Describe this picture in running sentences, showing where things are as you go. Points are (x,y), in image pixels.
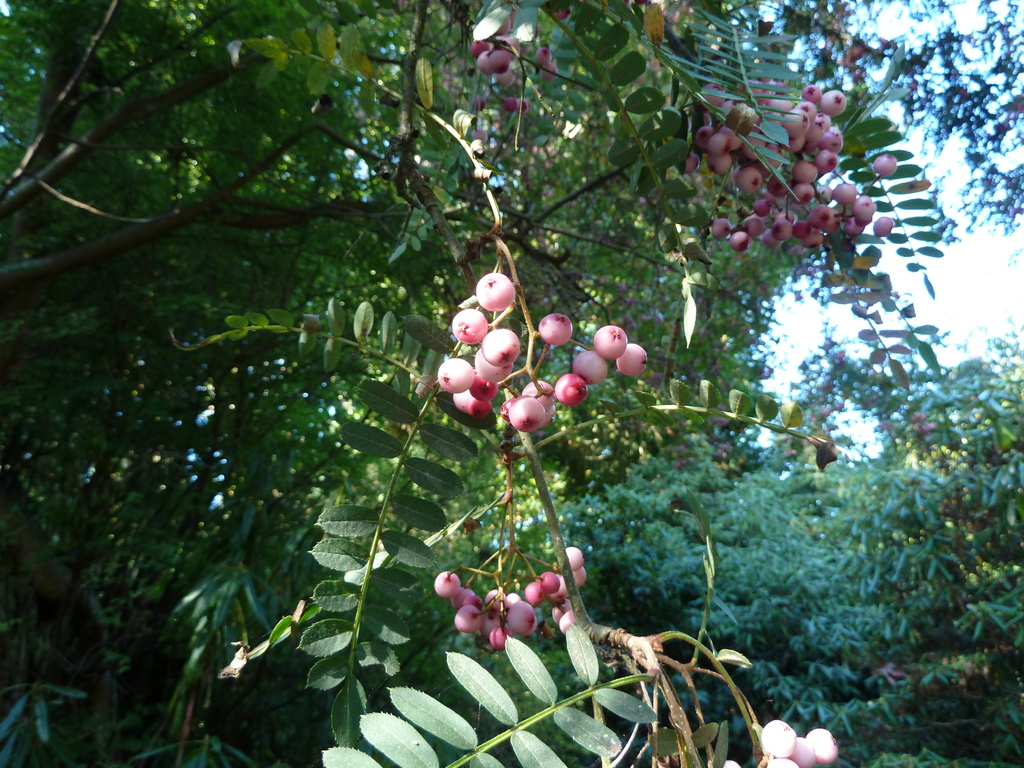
In the image there are berries (525,399) to a plant (504,413) and behind there are many trees (630,514) all over the place.
